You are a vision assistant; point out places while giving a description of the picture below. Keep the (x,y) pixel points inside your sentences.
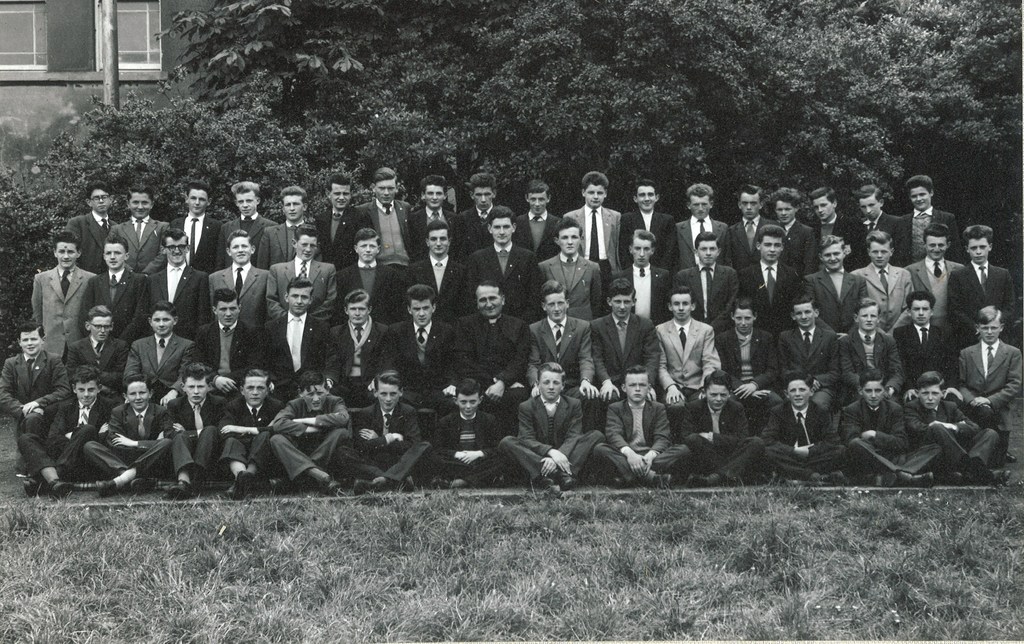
This is a black and white image. In this image we can see many people (676,349). On the ground (452,549) there is grass (520,558). In the background (364,120) there are trees (293,60). And there is a building (63,72). Also we can see a pole (104,70).
